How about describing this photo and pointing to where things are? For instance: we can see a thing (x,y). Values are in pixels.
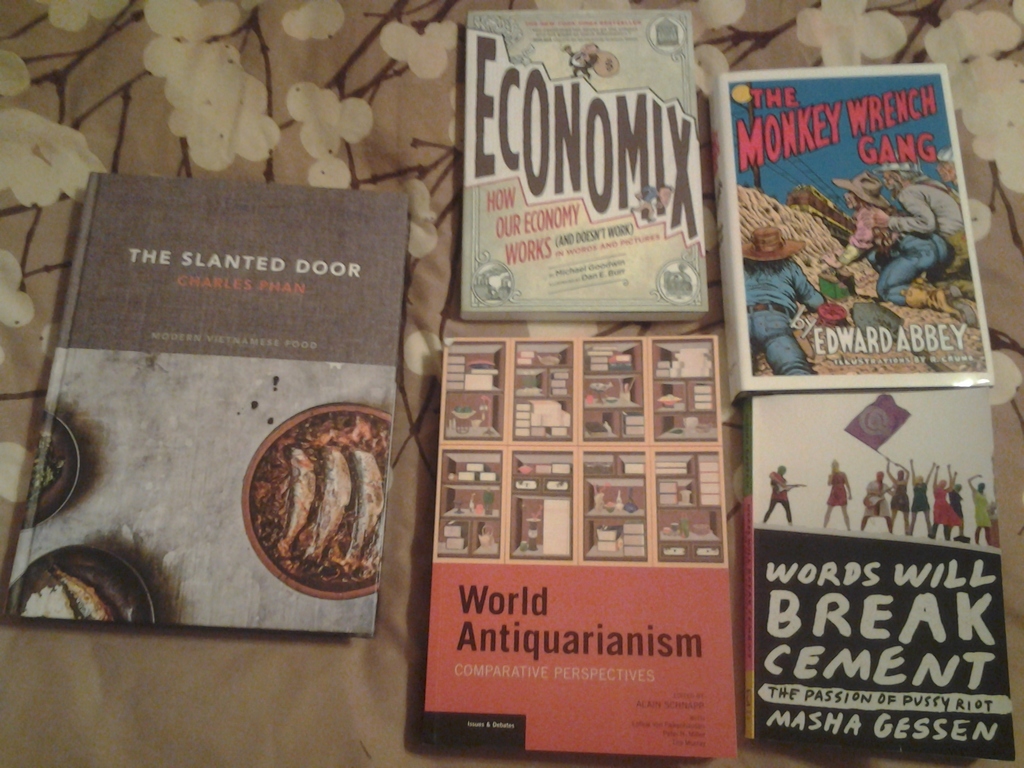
In this picture we can see five books (705,374), in these two books (803,490) we can see depictions (782,500) of some persons (943,517), there is some text (574,157) on these books (566,418), at the bottom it looks like a cloth (290,61).
